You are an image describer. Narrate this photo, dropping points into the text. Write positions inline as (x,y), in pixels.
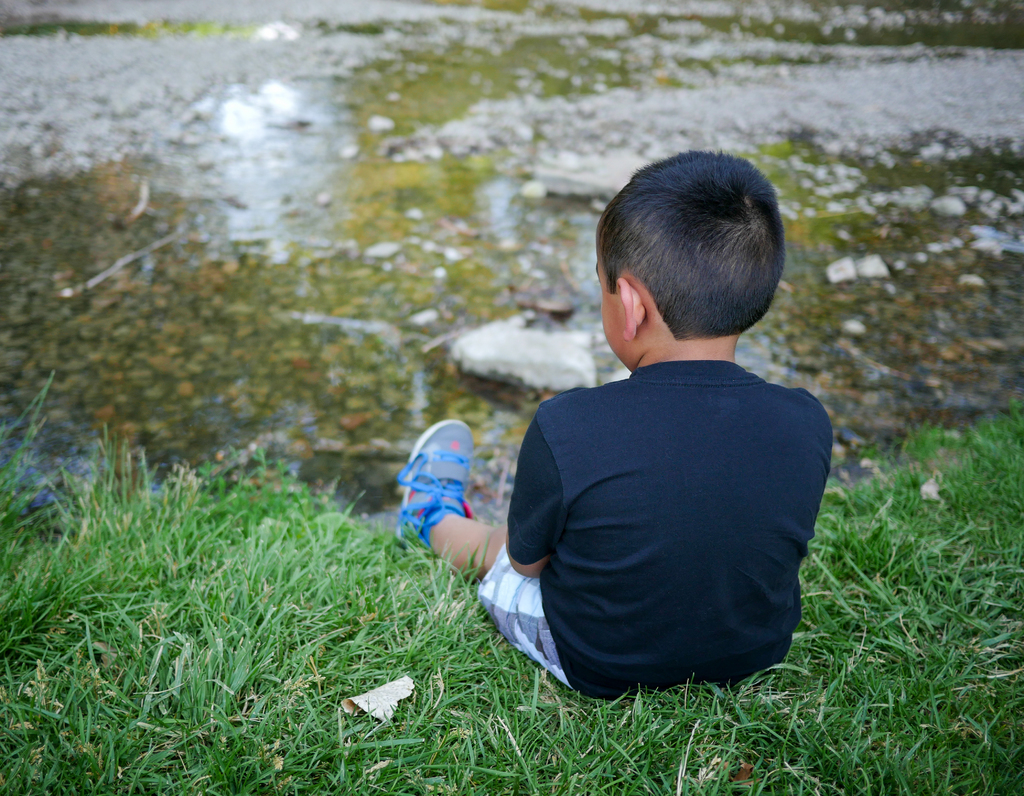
A little boy (607,633) is sitting on the grass (444,630), he wore t-shirt (641,552), short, shoes (464,513). There is water (352,295) in the middle of an image (356,303).
